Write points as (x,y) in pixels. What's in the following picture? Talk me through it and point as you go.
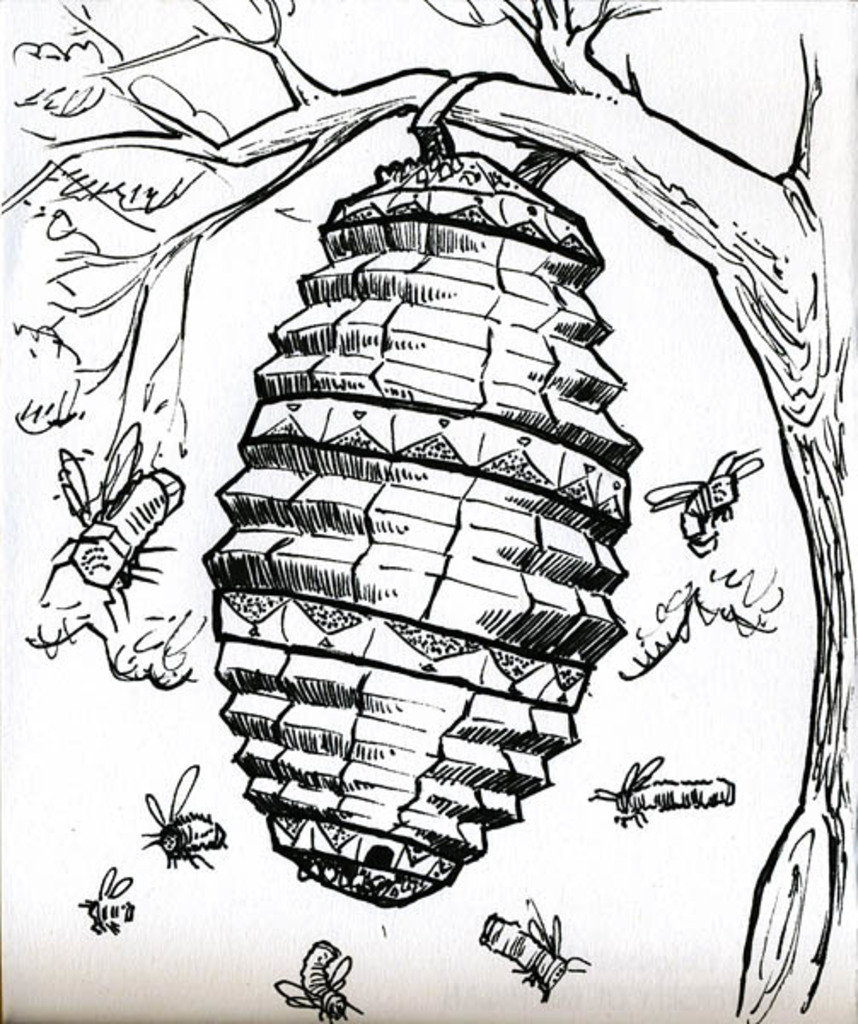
In the image there is pencil art of tree (628,167) with honeycomb (461,348) hanging to it and bees (126,565) flying around it.
